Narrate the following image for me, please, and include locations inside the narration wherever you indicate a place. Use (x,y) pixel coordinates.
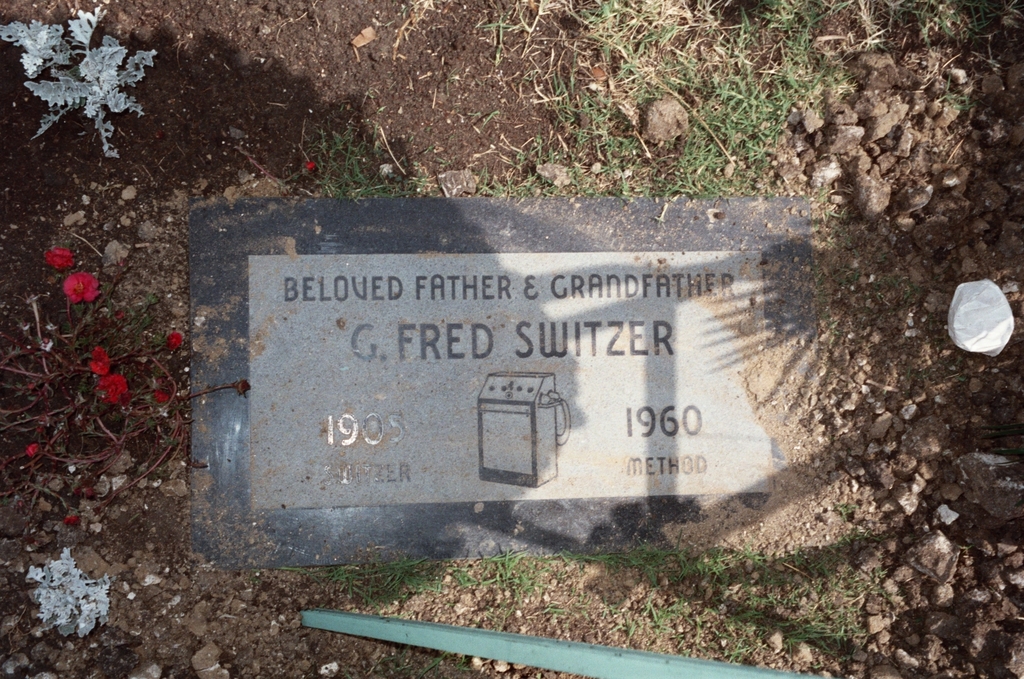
In this image I can see the board (535,421) on the ground (302,583). To the side of the board (310,465) I can see the red color flowers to the plant (36,333), grass (625,10), stones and the pole (507,653).
